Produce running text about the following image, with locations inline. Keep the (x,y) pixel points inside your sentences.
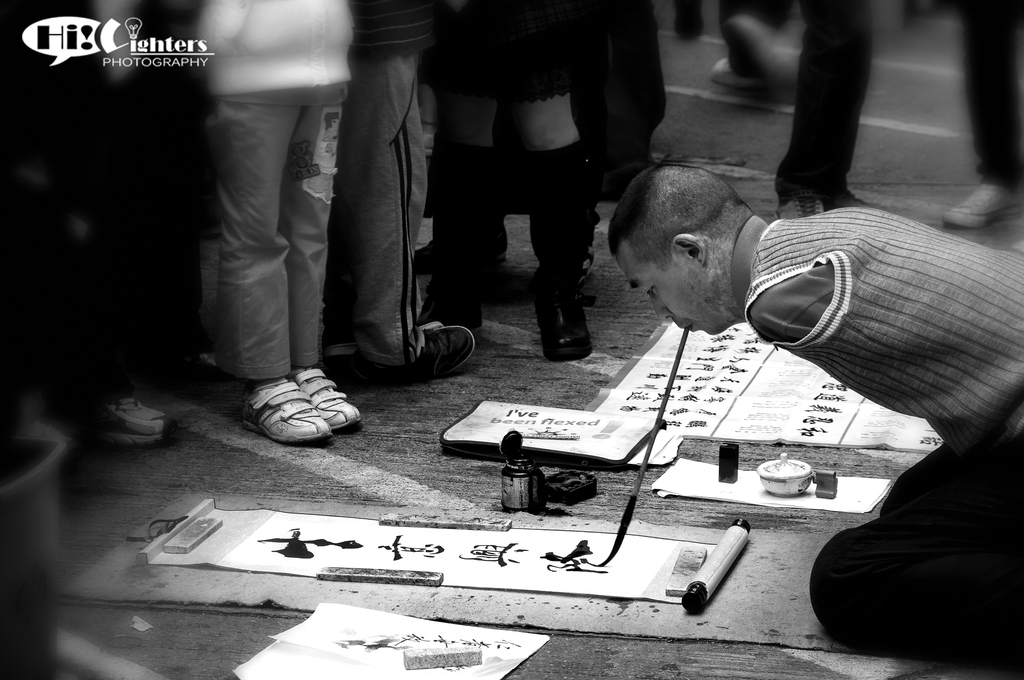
In this image we can see there is a person (924,555) sitting on his knees (889,591) and painting with a brush (683,341) on the paper (553,565) with the mouth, in front of the person (899,624) there are a few people (310,230) standing.
